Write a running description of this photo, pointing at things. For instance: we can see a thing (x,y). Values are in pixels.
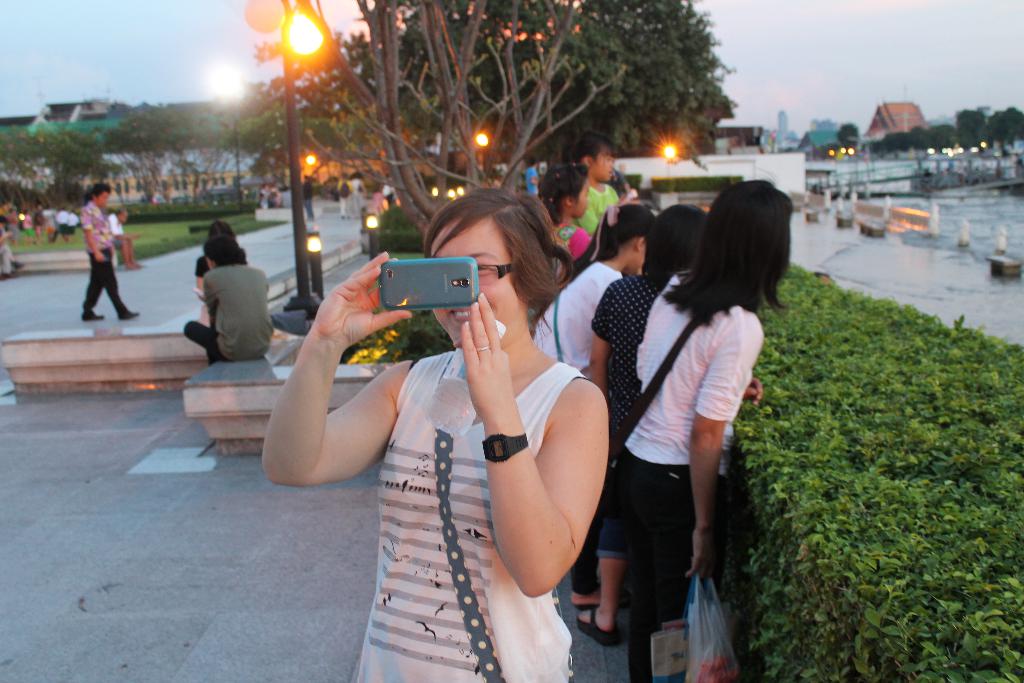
In this picture we can see a woman (505,430) wearing white dress (464,486) and taking photos with a mobile phone (450,300). Behind there are three girls (645,326) standing near the plants (998,377). In the background (663,144) we can see some trees (346,109) and lamp posts (668,144). On the top (916,37) we can see the sky (150,72).
